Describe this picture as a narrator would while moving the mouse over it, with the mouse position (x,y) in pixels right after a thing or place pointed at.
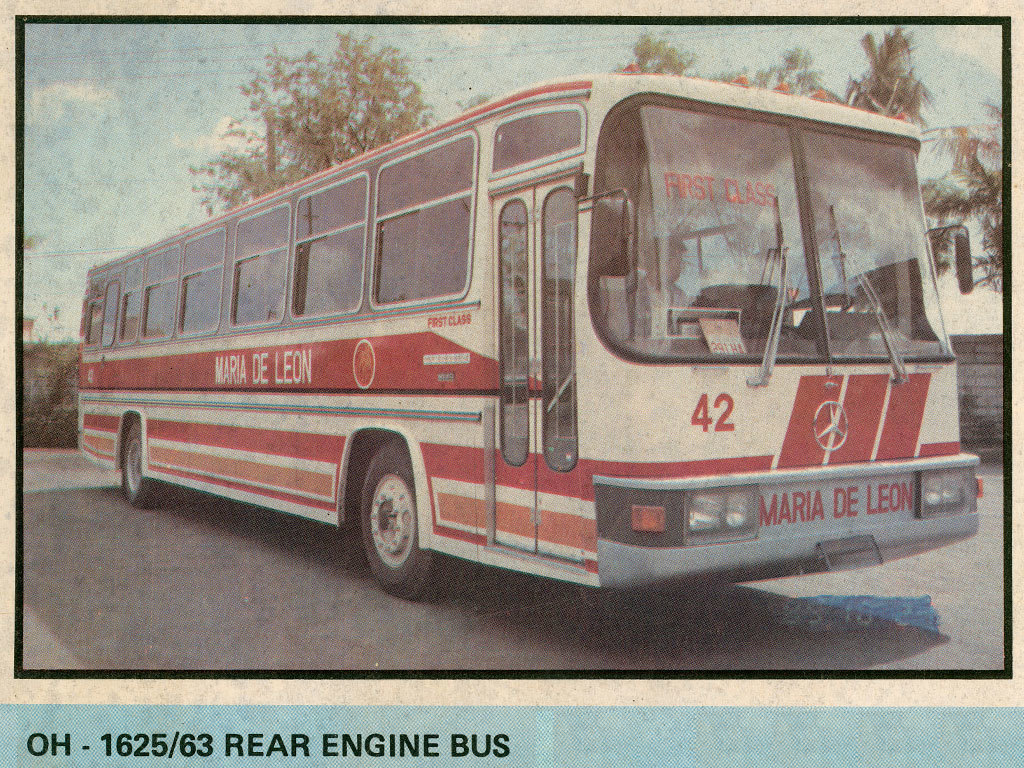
It's an image, in this it is a bus (493,360) which is in red color, behind this there are trees (380,143).
